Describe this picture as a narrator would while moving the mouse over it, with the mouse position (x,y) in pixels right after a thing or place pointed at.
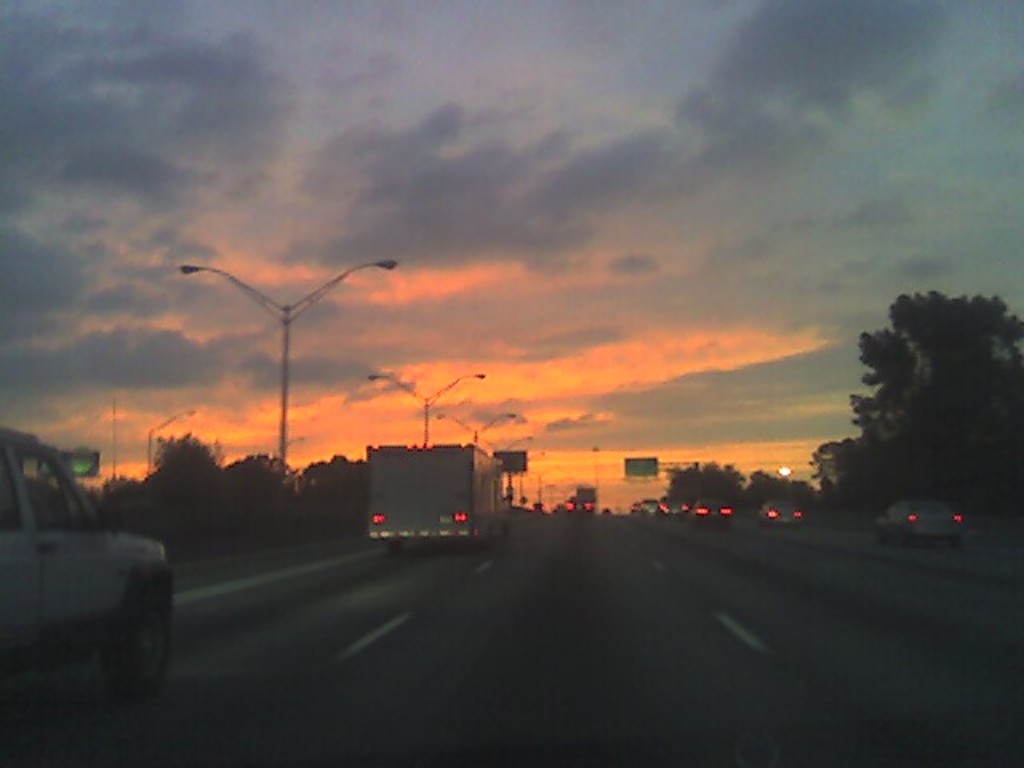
These are the vehicles (470,500) on the road (601,516). I can see the trees (874,425). I think these are the street lights (476,436), which are beside the road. This looks like a board (630,466), which is attached to a pole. I can see the clouds (549,281) in the sky (574,236).
